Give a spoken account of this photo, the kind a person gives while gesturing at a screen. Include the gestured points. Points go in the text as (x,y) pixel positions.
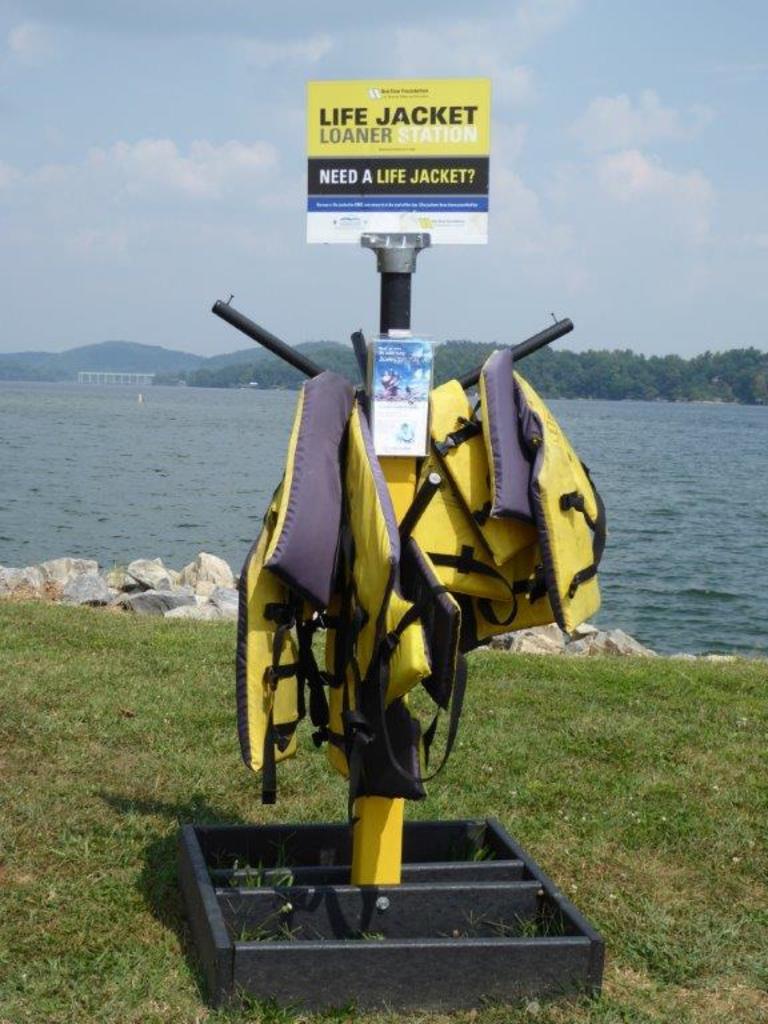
In this picture we can see a life jacket stand (370,815) and this stand (296,598) is on a grass (457,768) and here we can see water (154,458) beside to this rocks (93,569) and in background (163,341) we can see mountains (110,355), sky (152,229) with clouds (119,184).
